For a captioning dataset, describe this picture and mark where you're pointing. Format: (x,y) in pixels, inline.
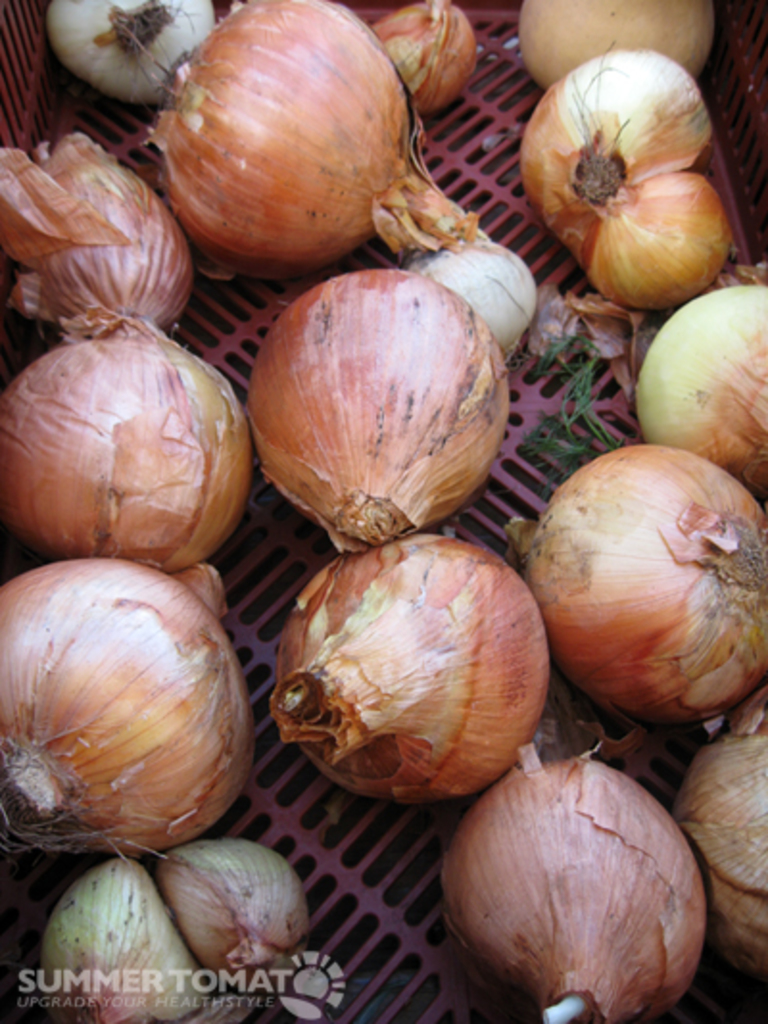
In this image I can see the pink colored grilled surface (376,878) and on it I can see few onions (357,124).
